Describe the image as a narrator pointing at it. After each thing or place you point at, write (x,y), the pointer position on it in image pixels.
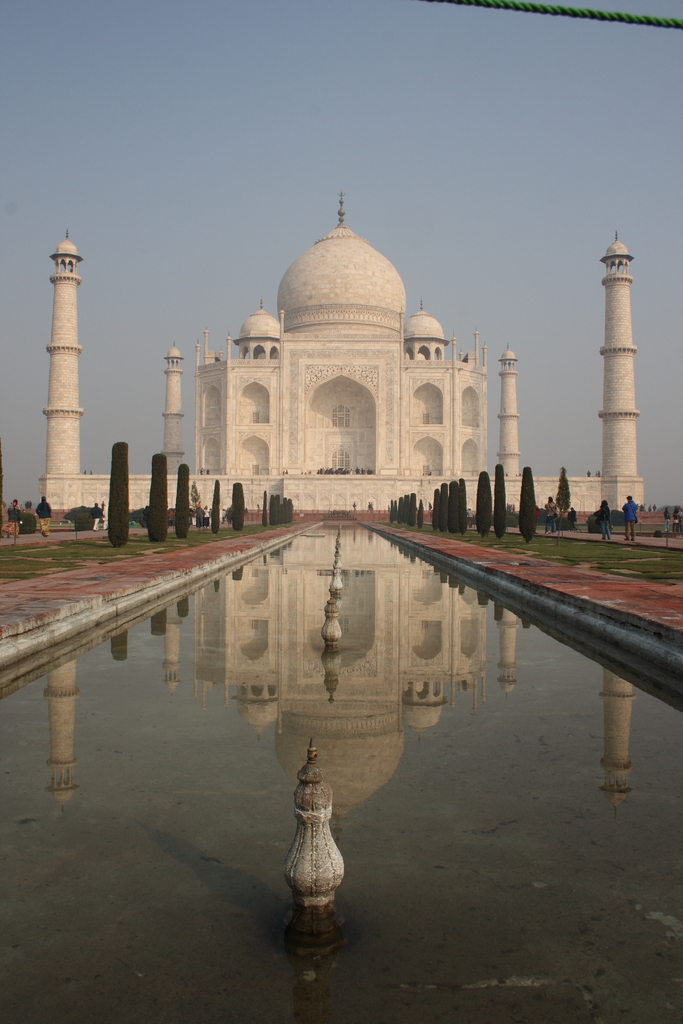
Here, we can see a white color taj mahal (137,478), there is a small water canal (41,667), there are some plants (237,521), at the top (87,288) there is a blue color sky (256,165).
